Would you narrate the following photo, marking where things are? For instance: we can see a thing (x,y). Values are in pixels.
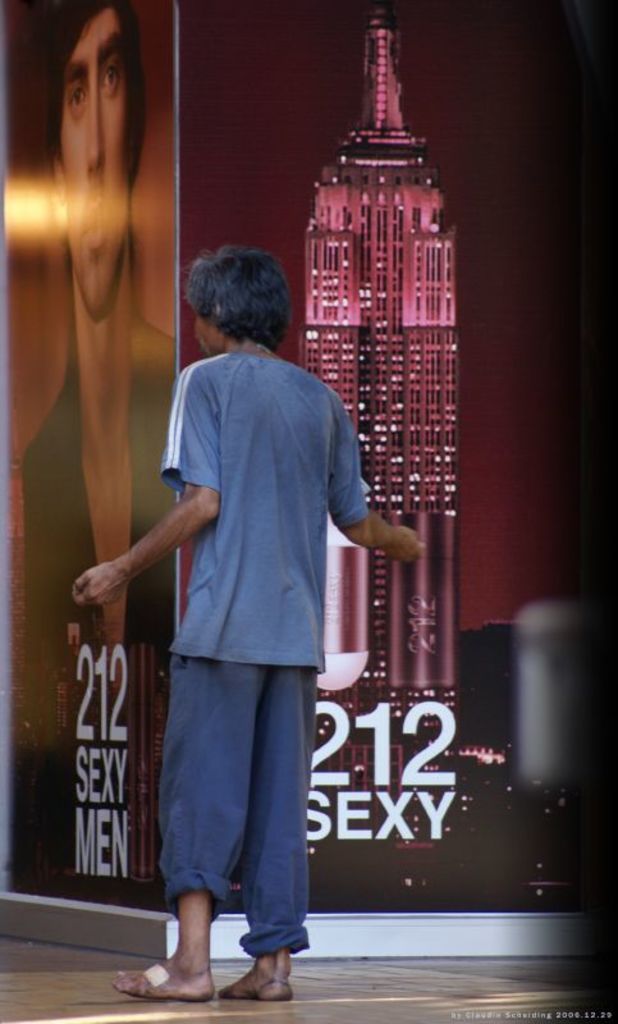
In the center of the image (232,511), we can see a person (212,537) and in the background (123,208), there are boards (327,228) and at the bottom (364,995), there is a floor (461,995) and some text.
